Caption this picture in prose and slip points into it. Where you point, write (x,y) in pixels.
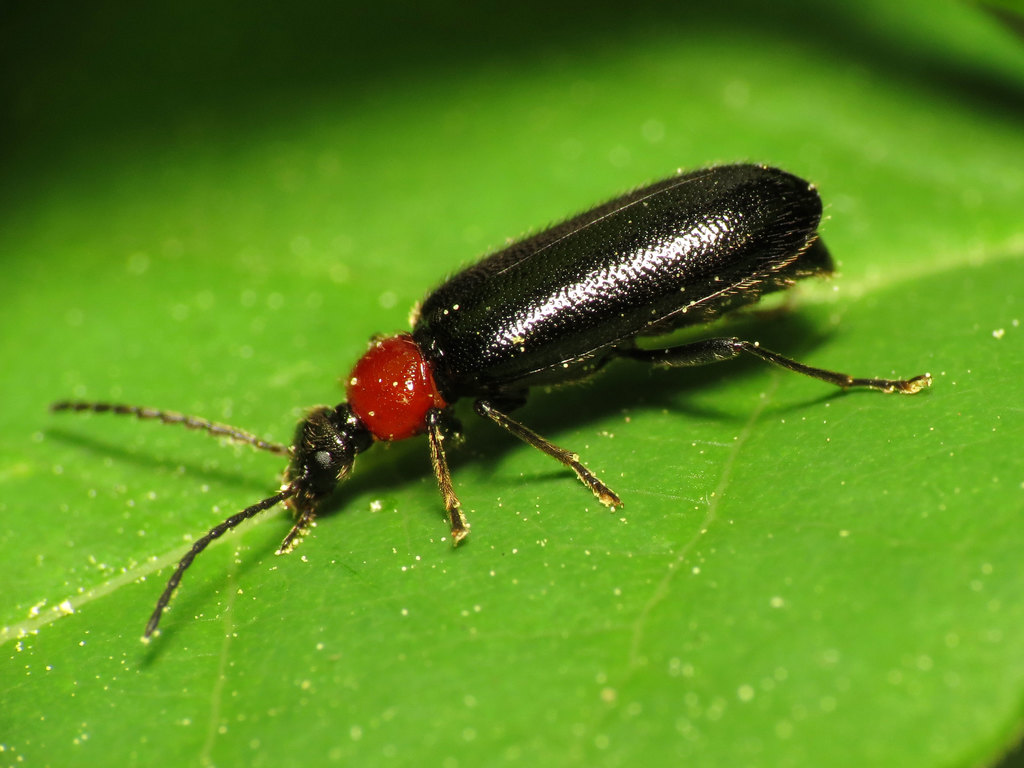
In this picture we can see an insect (535,368) is present on a leaf (446,565).
